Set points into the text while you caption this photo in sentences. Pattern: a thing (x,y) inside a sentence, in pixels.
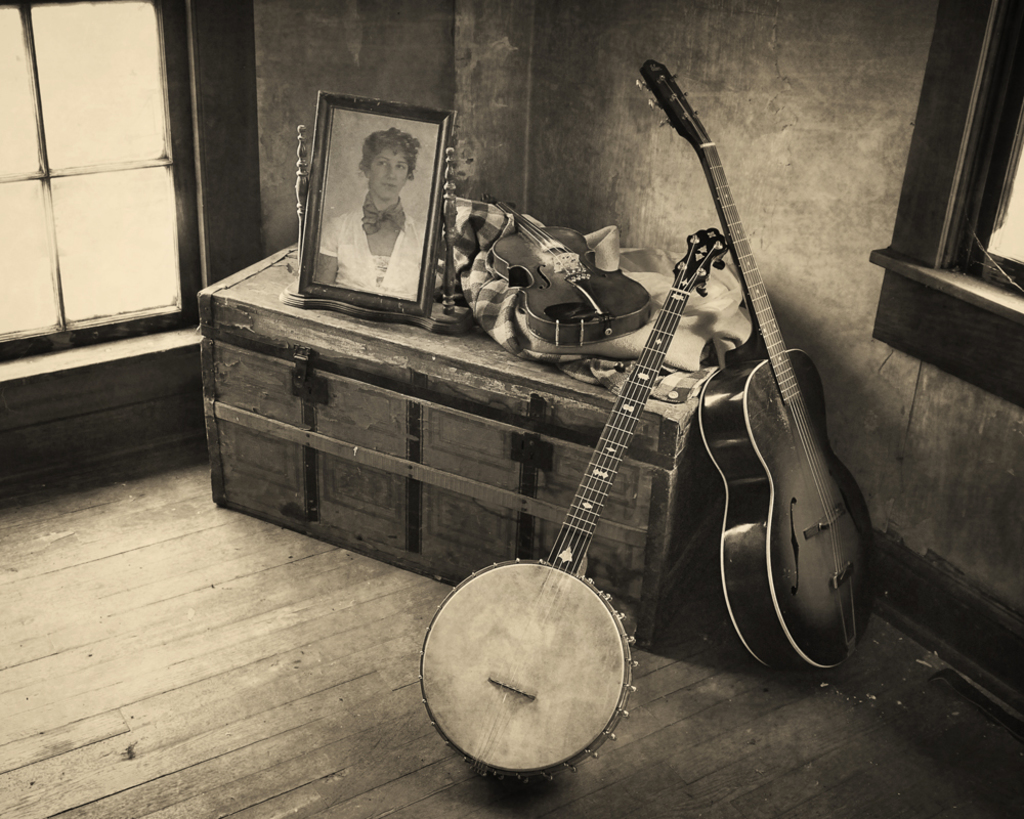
A black and white picture. On this box (436,455) there is a cloth (534,347), violin (502,272) and a picture (391,237) of a woman (391,200). Beside this box (655,419) there are a banjo (594,497) and a guitar (809,516). This is window (138,251).
